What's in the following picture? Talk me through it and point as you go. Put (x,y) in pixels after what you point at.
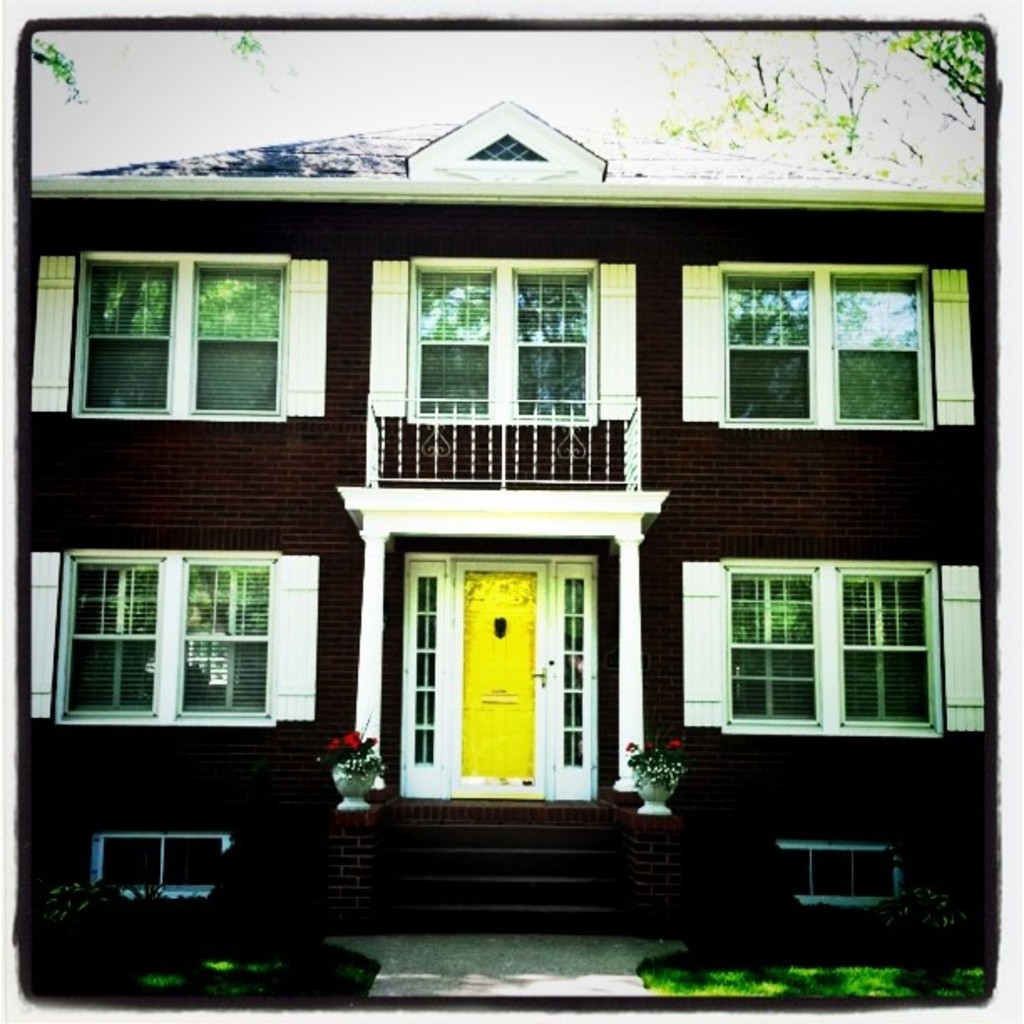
In this image we can see the pictures of building (457,419), grills (435,441), houseplants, stairs (512,865), shrubs (178,936), trees (770,108) and sky (245,56).
